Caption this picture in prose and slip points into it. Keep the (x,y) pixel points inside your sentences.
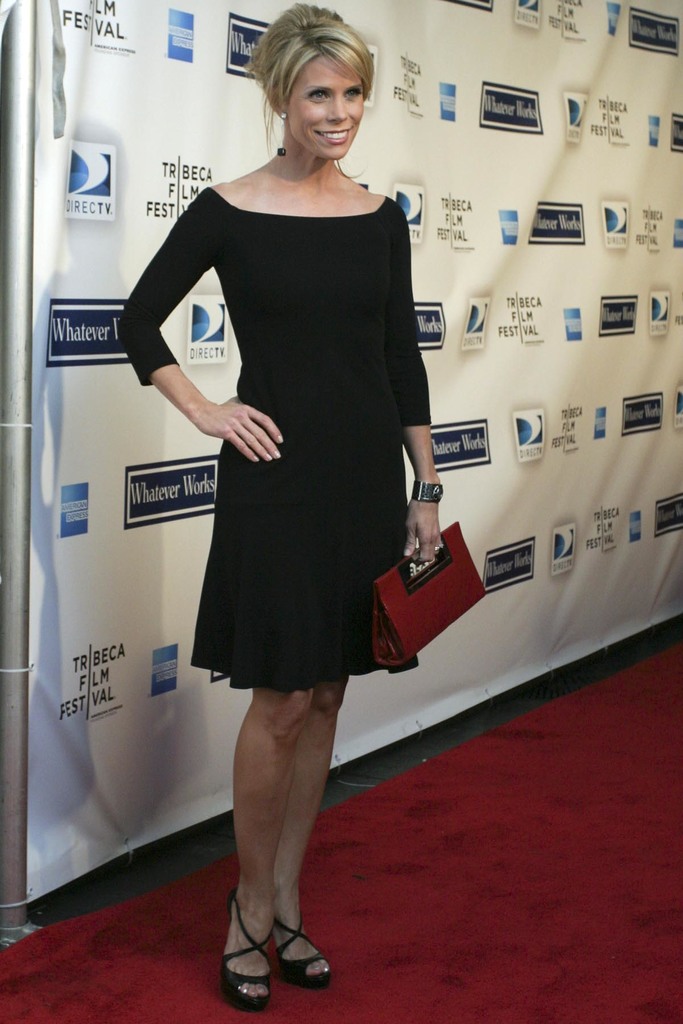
In this image in front (315,395) there is a person (264,411) standing on the red carpet (538,789) and she is wearing a smile on her face (359,101). In the background of the image (491,177) there is a banner (607,454).
